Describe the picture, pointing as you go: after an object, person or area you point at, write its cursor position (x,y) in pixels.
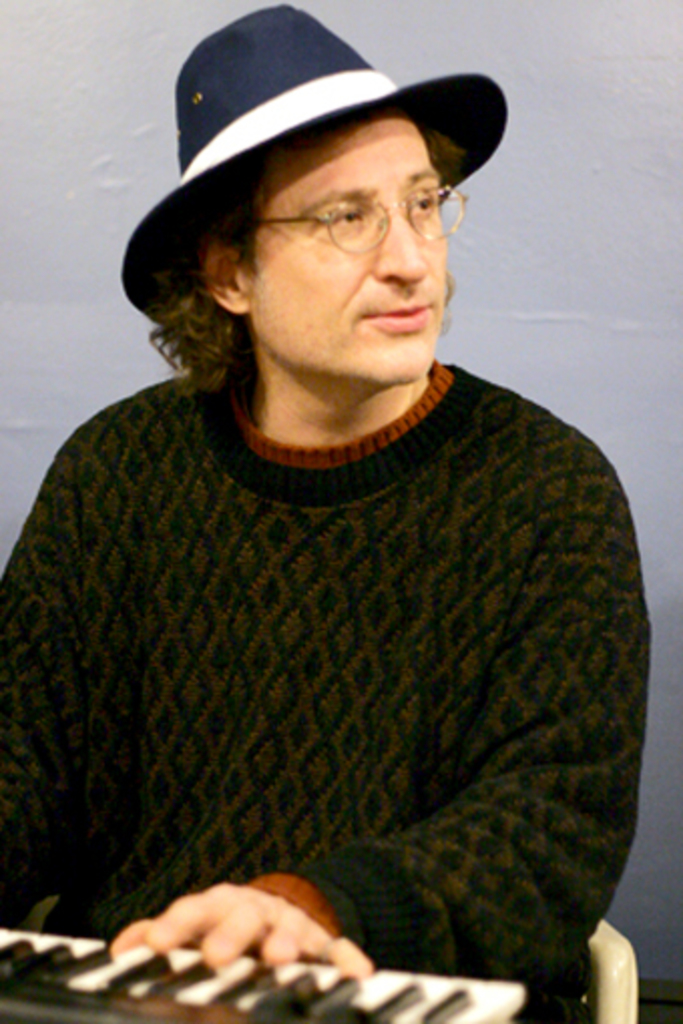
This picture consists of a man (322,643) sitting on a chair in the center (383,574) and is playing a musical instrument (187,981) which is in front of him. He is wearing a blue colour hat (270,131).
